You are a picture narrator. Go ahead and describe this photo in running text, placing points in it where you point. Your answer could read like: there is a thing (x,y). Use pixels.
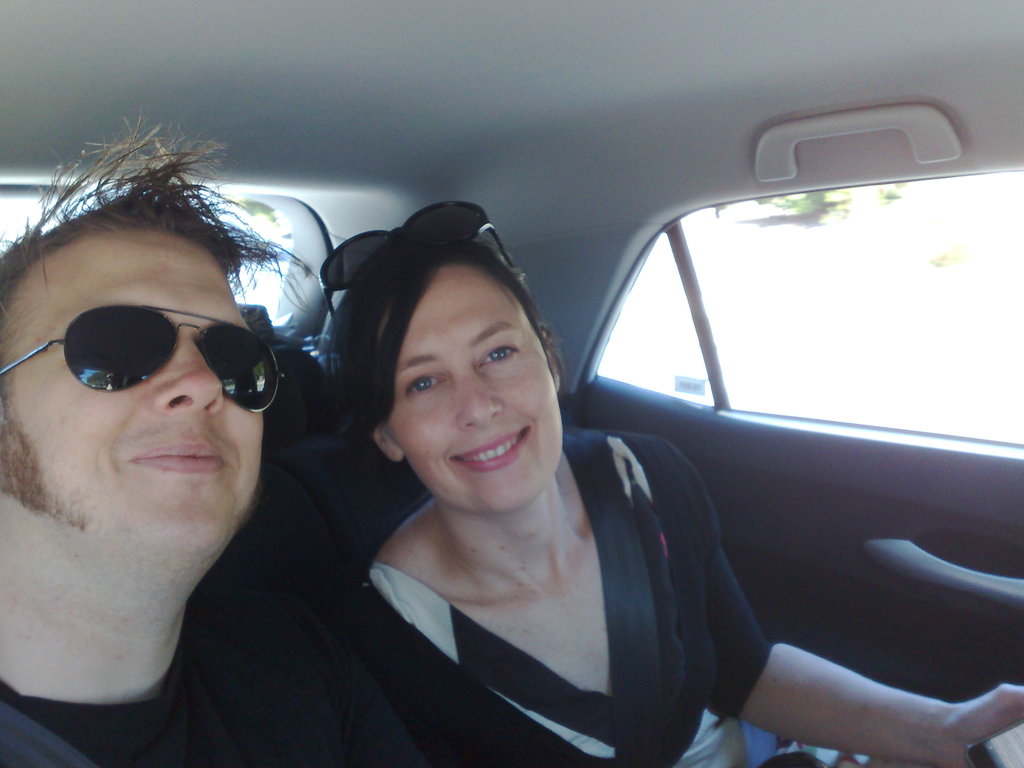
There is a man (109,557) and woman (472,497) riding in the car (921,70).
